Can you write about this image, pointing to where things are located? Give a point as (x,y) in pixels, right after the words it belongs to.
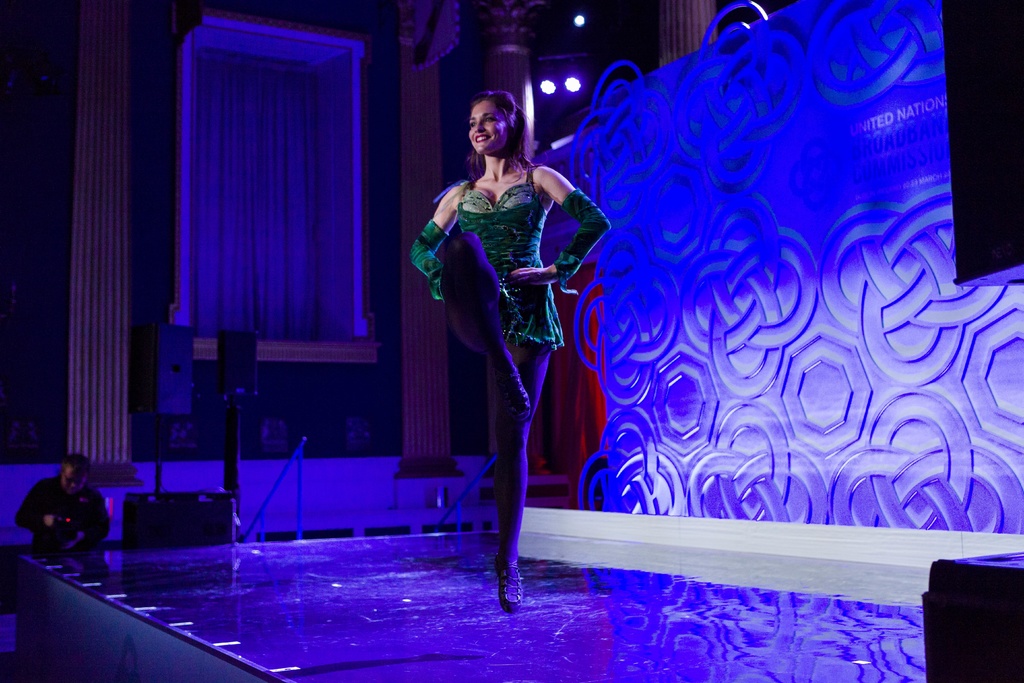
In this image I can see the person (475,332) standing and wearing the green color dress (516,296) and the person (470,243) is smiling. To the left (92,518) I can see one more person (65,514) and the sound boxes (186,517) can be seen. In the back (248,233) I can see the curtain (265,147) and the lights (547,90).
